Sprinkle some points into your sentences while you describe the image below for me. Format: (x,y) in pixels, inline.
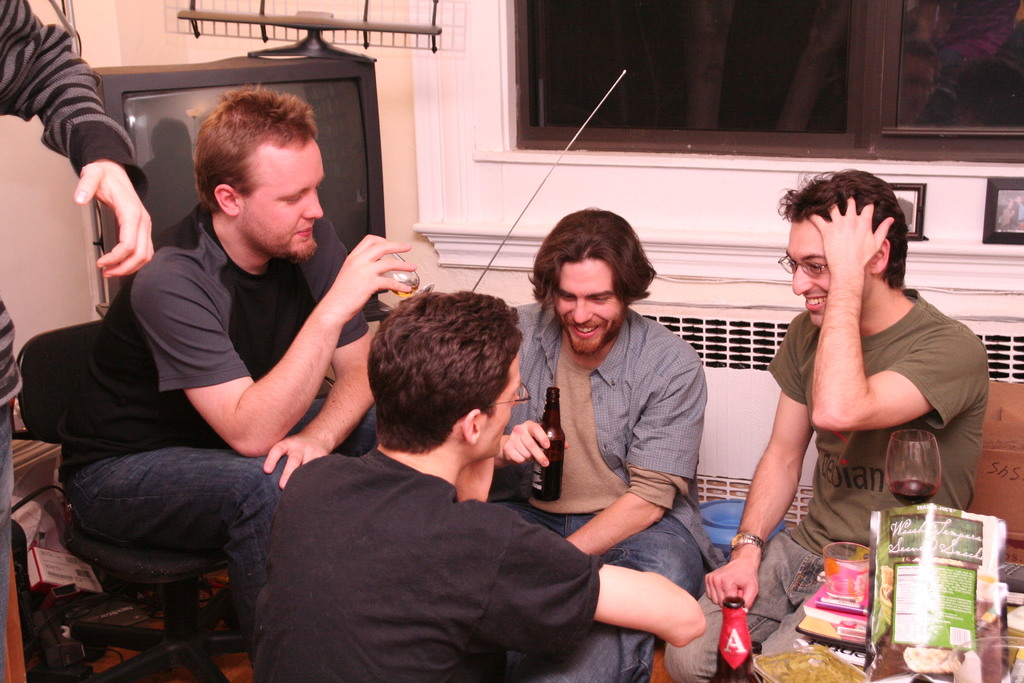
In the picture we can see inside the house (237,655) with four people (338,625) sitting and holding some beer bottles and glasses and behind them we can see a television (186,209) and behind it we can see a wall (495,206) and a window (510,53).
